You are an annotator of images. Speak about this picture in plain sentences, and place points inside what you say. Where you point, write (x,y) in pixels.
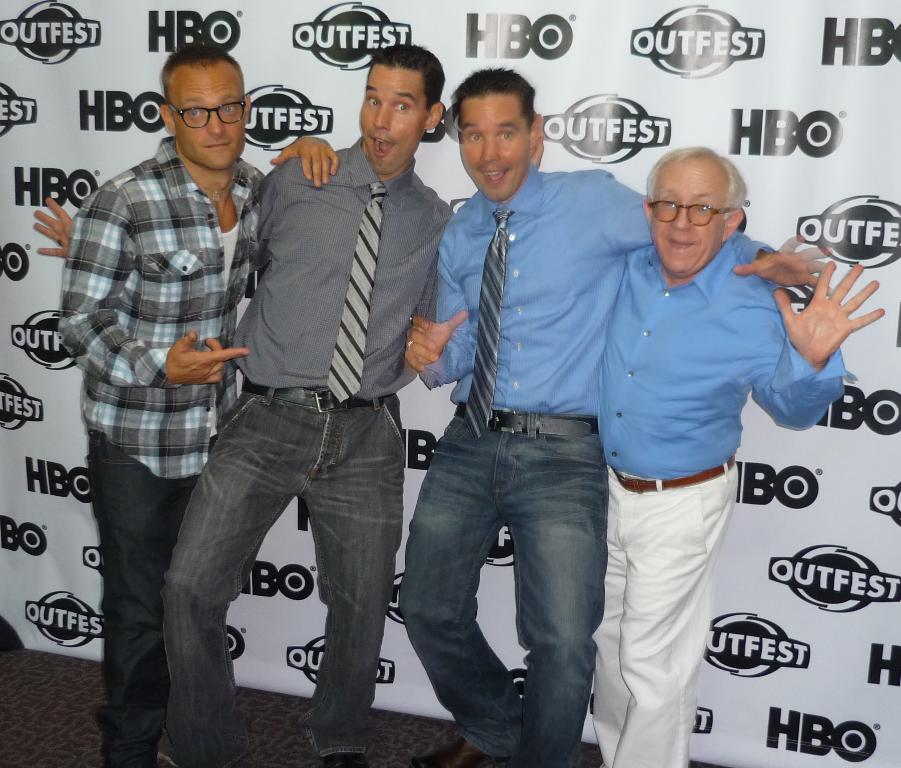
In this picture I can see there is a old man (683,545) at right side (653,438) and he has spectacles (707,220) and there are three men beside him, the person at left (215,76) is having spectacles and there is a banner (706,91) in the backdrop (804,683).
